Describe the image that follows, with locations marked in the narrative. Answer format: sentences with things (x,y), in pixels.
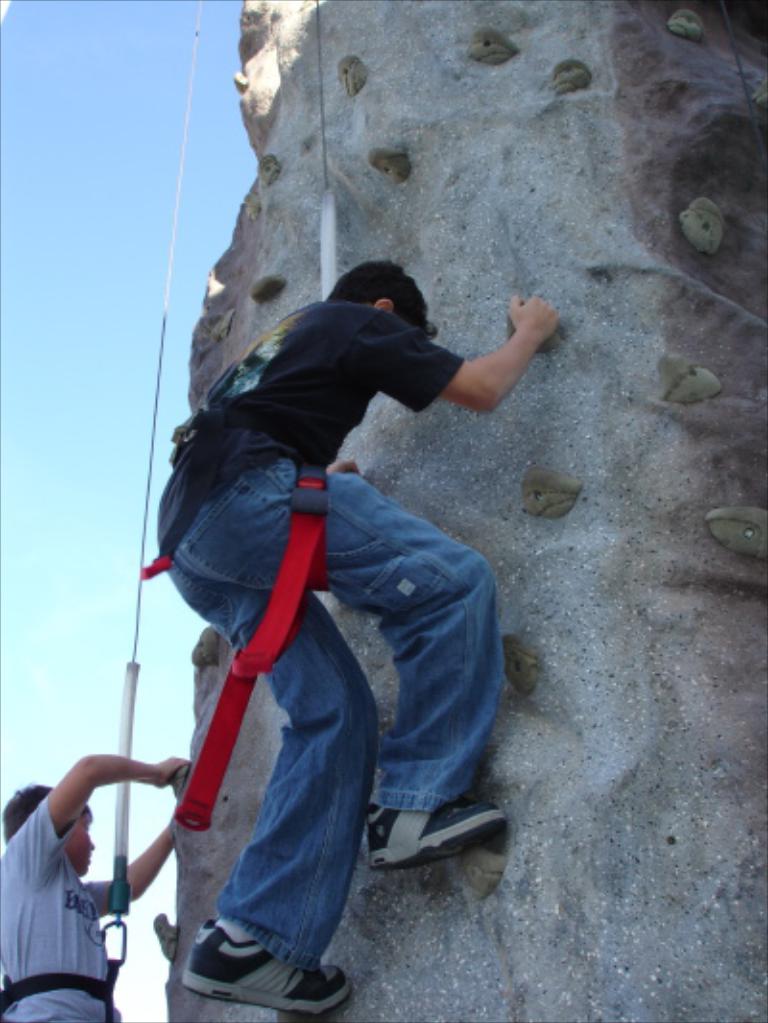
In the foreground (90,940), I can see two persons (263,606) are climbing on a rock (690,622). In the background (150,234), I can see ropes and the sky (189,240). This image is taken, maybe during a day.
